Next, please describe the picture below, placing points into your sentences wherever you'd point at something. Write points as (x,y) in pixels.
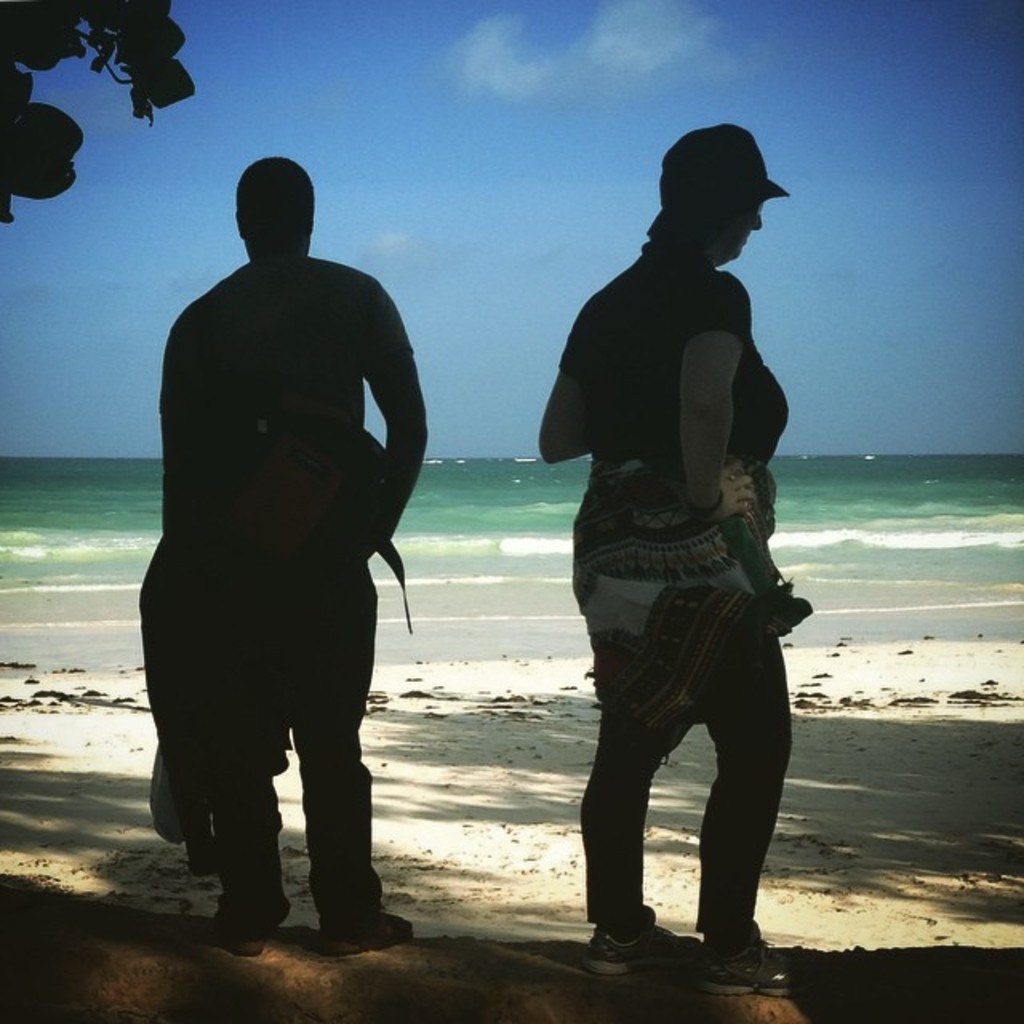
In this image we can see two people (686,472) standing near a seashore (825,835). We can also see a large water body (470,529), some leaves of a tree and the sky (576,300) which looks cloudy.
